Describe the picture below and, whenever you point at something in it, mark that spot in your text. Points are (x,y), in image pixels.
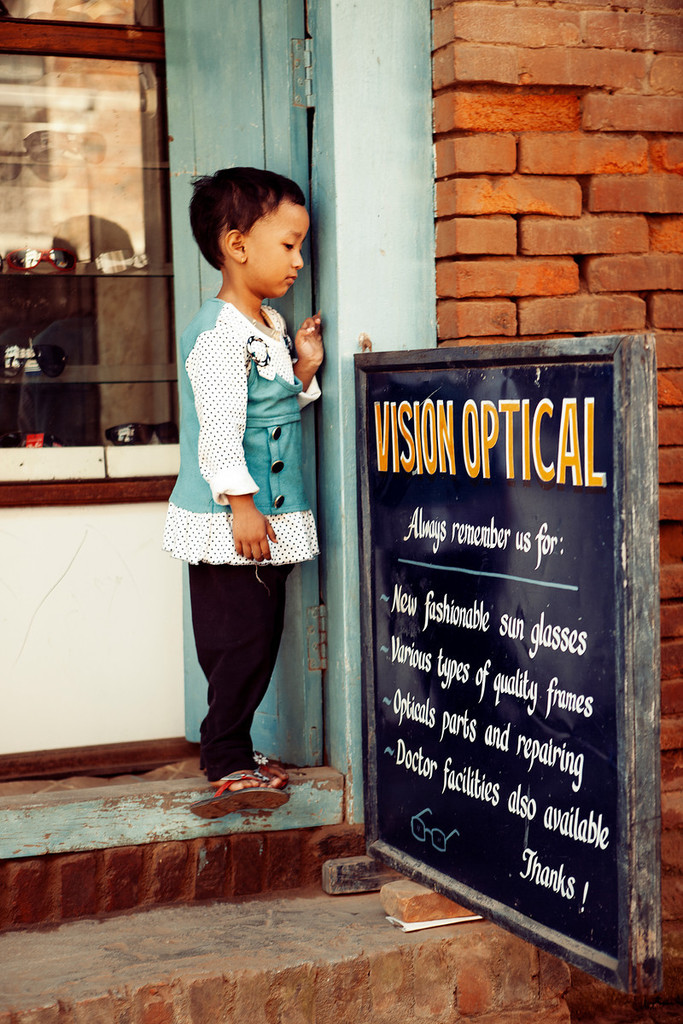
In this image I can see a girl (195,519) is standing in the center (294,372). On the right side of this image (636,908) I can see a black colour board (474,434) and on it I can see something is written. I can also see the red colour wall (618,174) on the right side (479,213).
